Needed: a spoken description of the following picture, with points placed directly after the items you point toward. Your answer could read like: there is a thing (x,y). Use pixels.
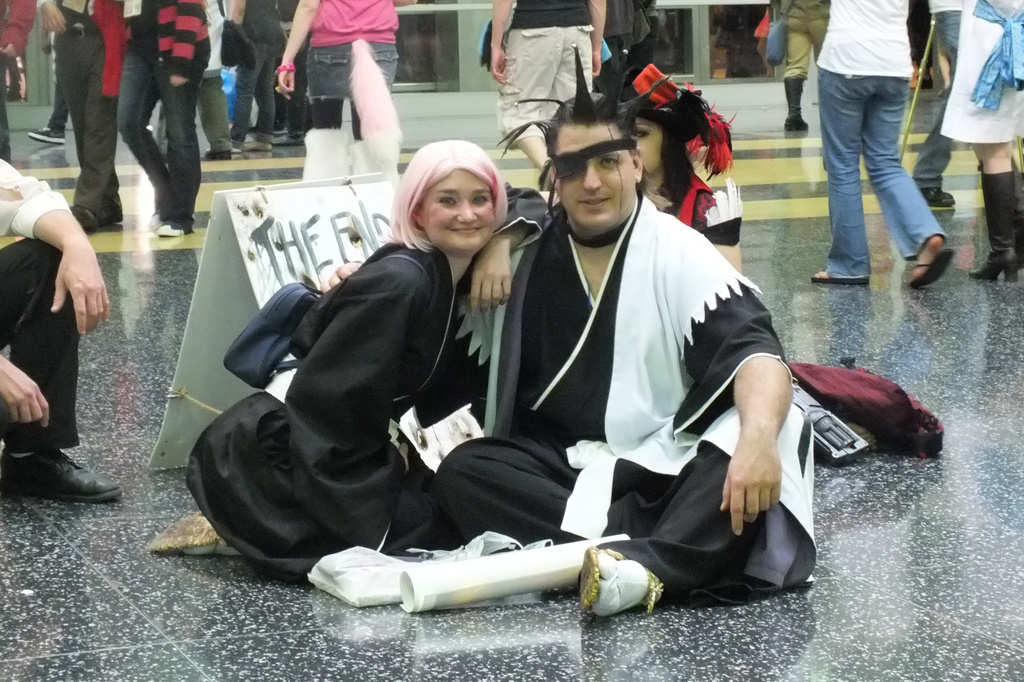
In the image there are few people (313,393) sitting on the floor (248,623) and posing for the photo and around them there are many people (191,15) walking on the floor (760,142).
